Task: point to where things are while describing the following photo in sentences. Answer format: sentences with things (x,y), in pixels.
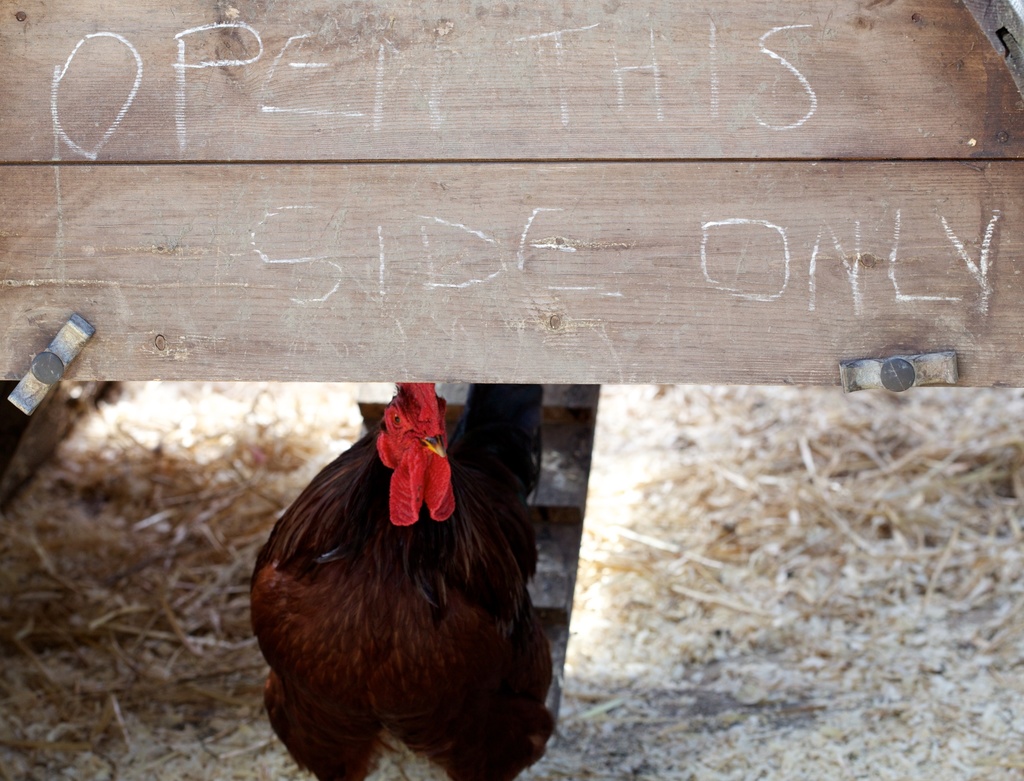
This image consist of a bird (415,504) which is in the center (426,471), on the top of the bird (368,558) there is a wooden block (553,262) with some text (195,129) written on the block (644,180). On the ground (822,563) there is dry grass (585,608).
